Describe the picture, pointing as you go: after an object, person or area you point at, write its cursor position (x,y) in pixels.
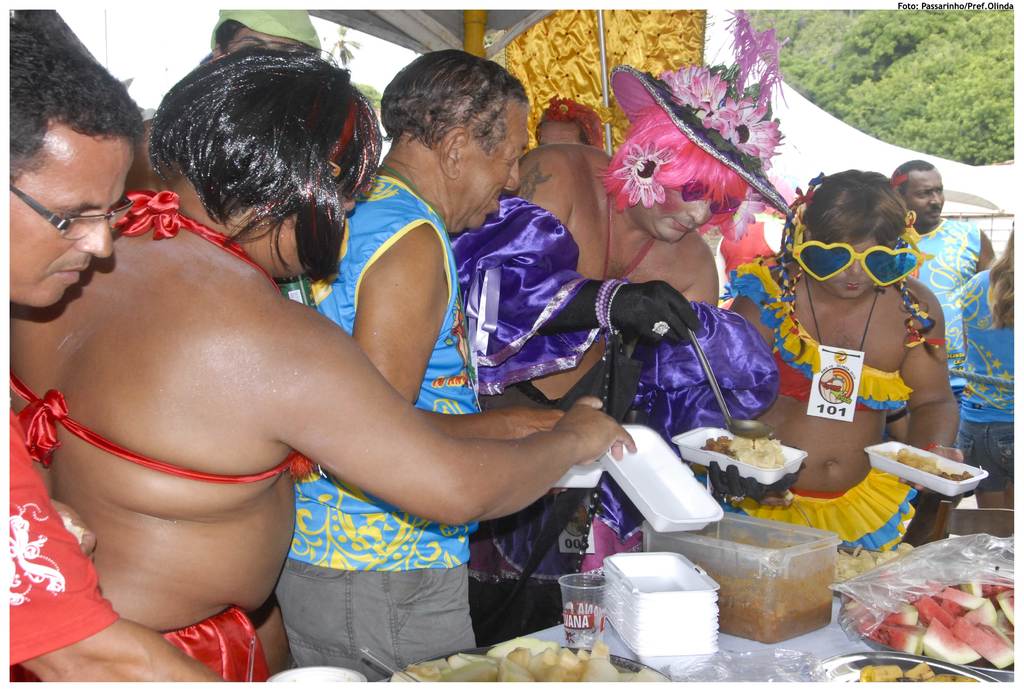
This image consists of many persons (435,582) having food (546,679). They are wearing costumes (46,429). At the bottom (693,664), there is a table (747,641) on which there are many things (540,651) kept. To the right top (872,76), there are trees (867,86).
